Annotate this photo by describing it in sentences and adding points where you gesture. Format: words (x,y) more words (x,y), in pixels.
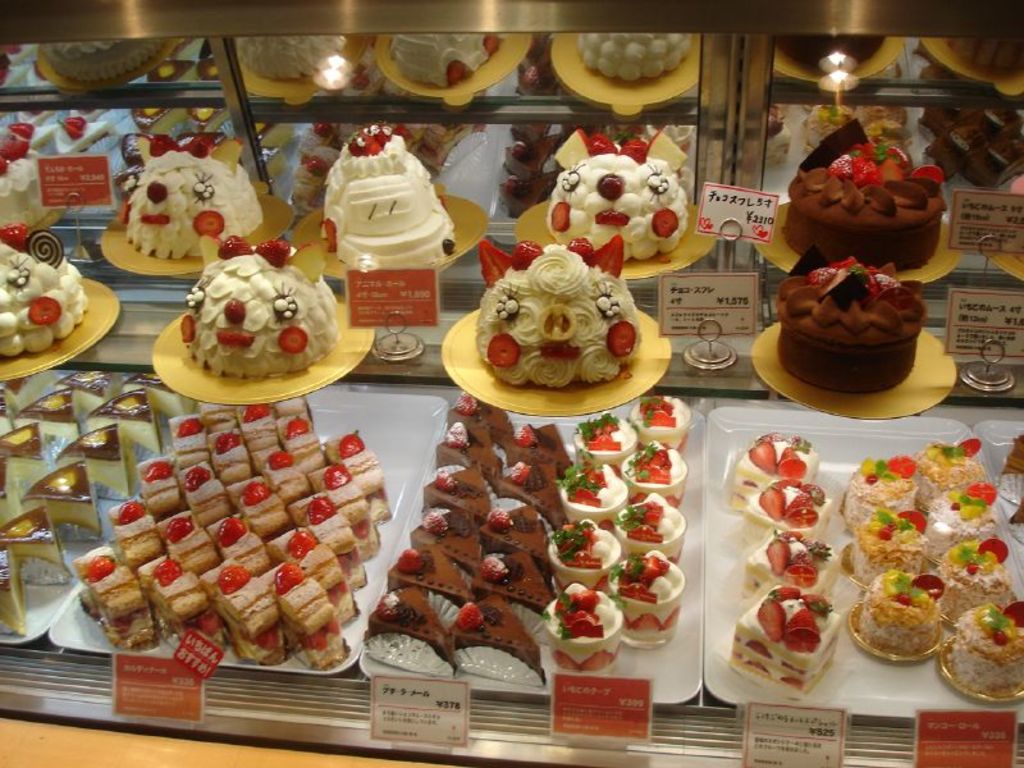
In the image there are few cakes (270,345) and pastries (577,586) kept in display (45,657) and in front of each item (206,623) there is a price tag (573,711).
